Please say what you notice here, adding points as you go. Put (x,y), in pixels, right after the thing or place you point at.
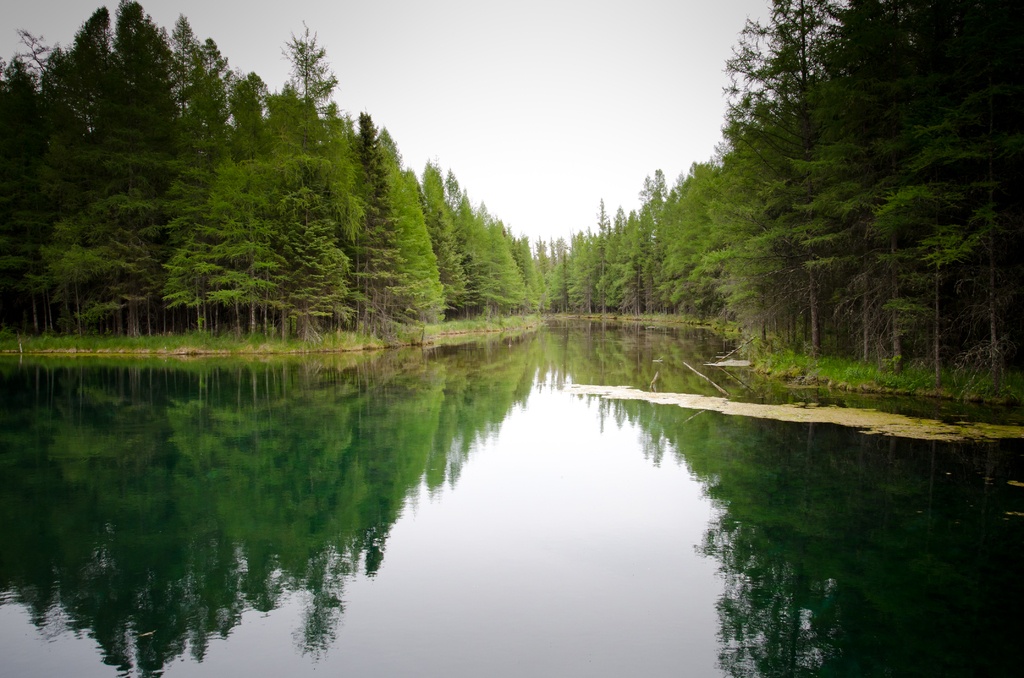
In this picture we can observe a lake (412,448). There are some trees (441,216) on either sides of the lake (543,384). In the background (501,103) there is a sky (425,99).
